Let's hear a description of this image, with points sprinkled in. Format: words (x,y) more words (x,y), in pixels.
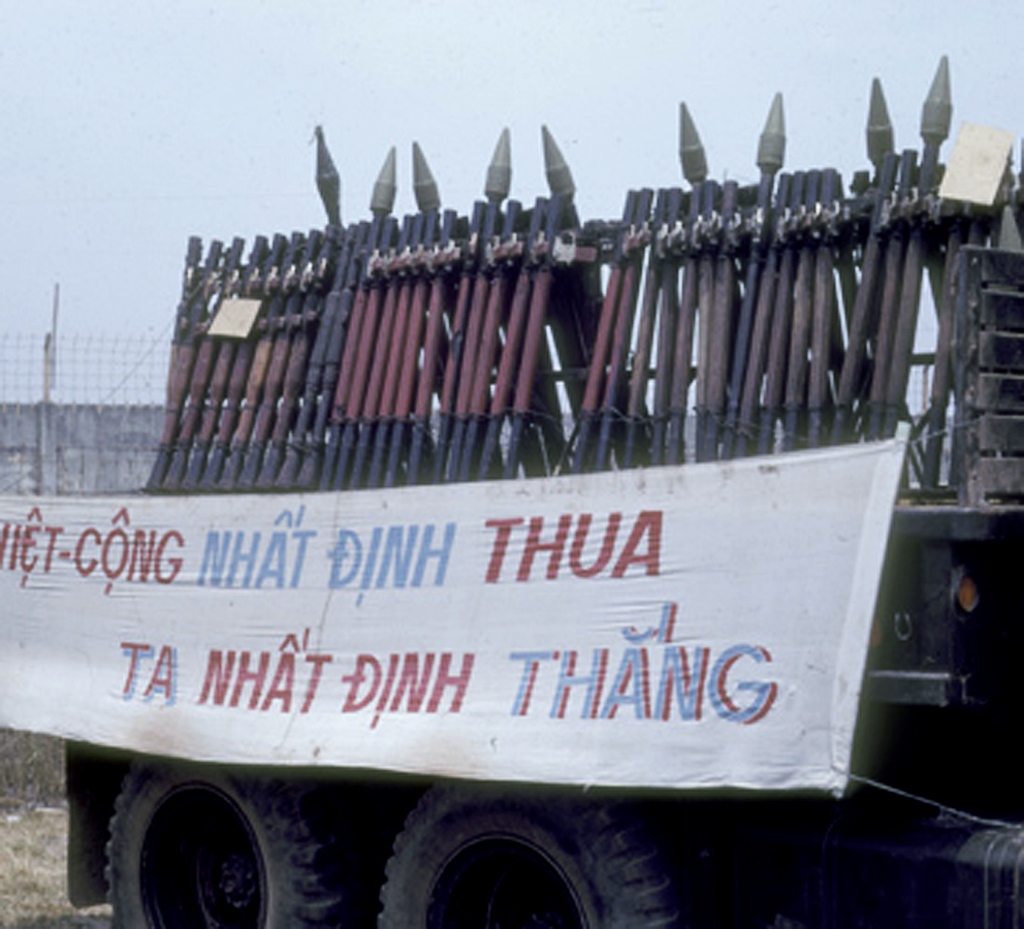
In this image we can see a group of poles (661,229) and a banner (668,623) with text (609,653) is placed on a vehicle (931,703). In the background (363,71) we can see a fence (21,429) and the sky (120,160).
